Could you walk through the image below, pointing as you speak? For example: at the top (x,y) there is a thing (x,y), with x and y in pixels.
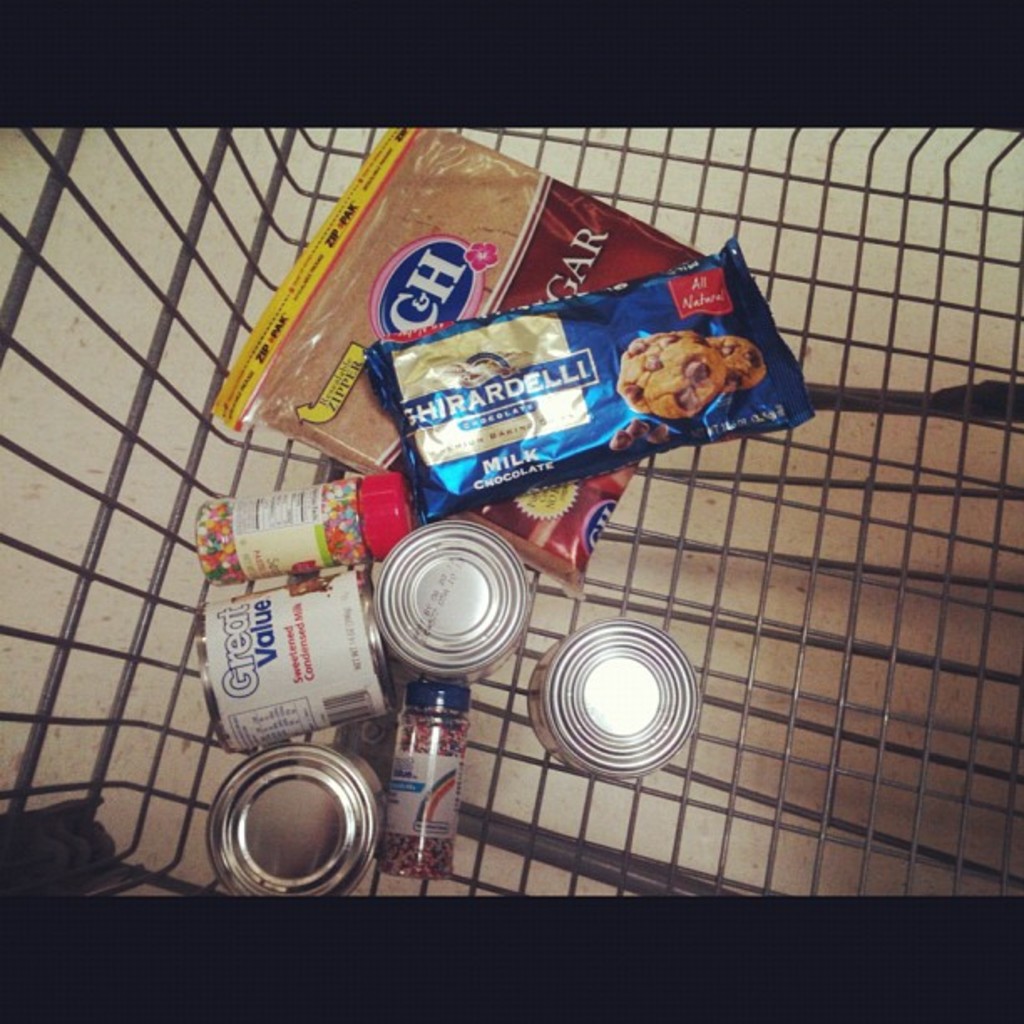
This picture seems to be an edited image with the black borders (73,58). In the center (475,586) we can see the metal object (148,621) containing the cookie packet (491,377), glass jars (329,545) of some food items (338,526) and we can see the cans (479,605) of food items (332,596). In the background (901,207) we can see an object (854,216) which seems to be the ground (2,735) and we can see some other items (295,331).
